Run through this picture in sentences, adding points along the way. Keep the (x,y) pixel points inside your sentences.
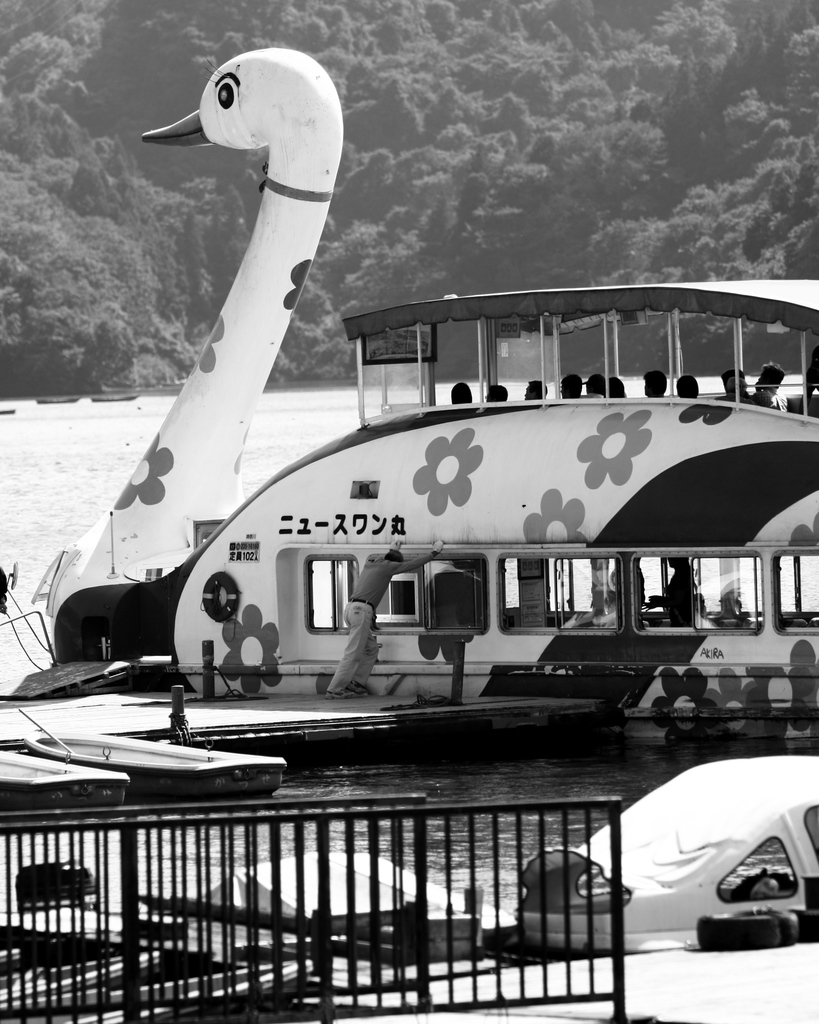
In this picture we can see a few iron grills (408,799), a wooden pier (234,740) and some boats (6,797) on the water (38,853). We can see a few people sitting in the boat (633,705). There is a person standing on the wooden pier (238,726). We can see other objects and trees (582,153) in the background (445,42).
